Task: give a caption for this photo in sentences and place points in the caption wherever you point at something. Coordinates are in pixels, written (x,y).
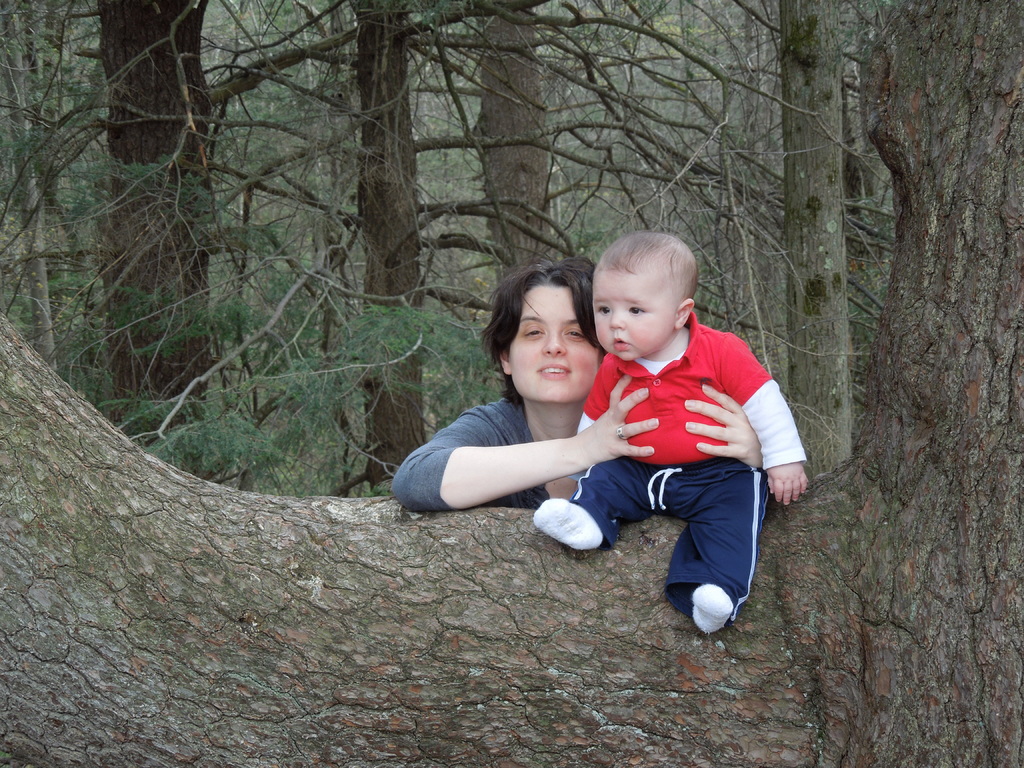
In the image we can see there is a woman (539,397) holding a baby boy (673,435) who is sitting on the tree trunk (620,589). Behind there are lot of trees (424,263).
